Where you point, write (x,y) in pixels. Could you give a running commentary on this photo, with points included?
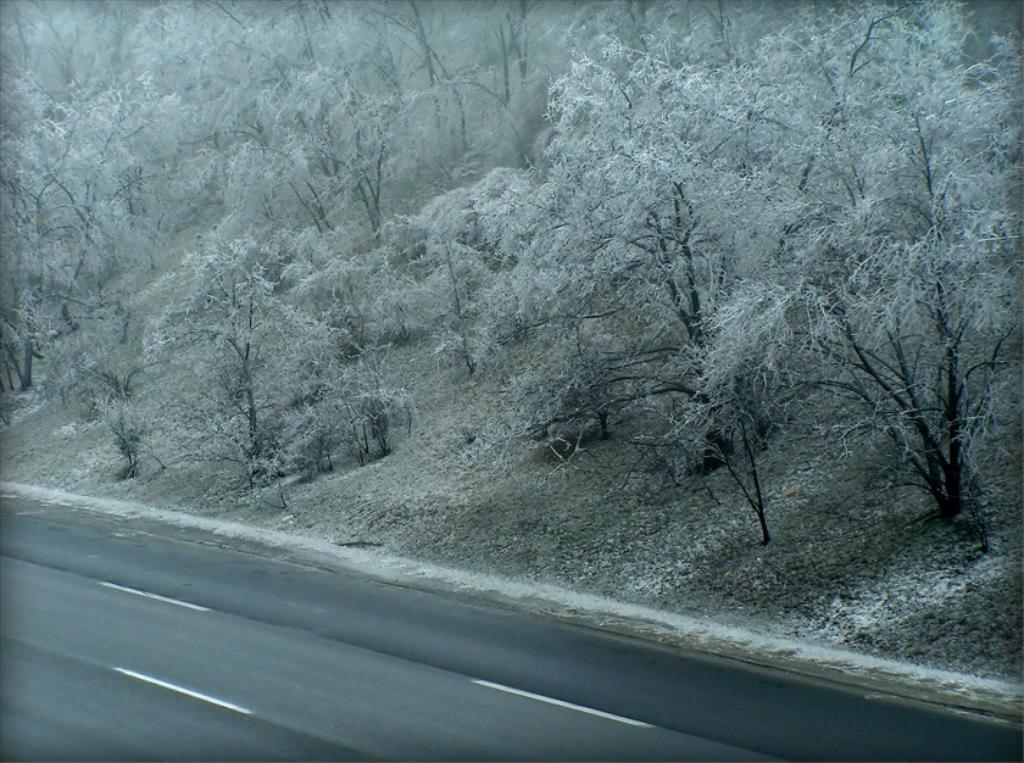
In the picture I can see a road (505,676) which has white stripes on it and there are trees (436,199) in the background (537,190).
